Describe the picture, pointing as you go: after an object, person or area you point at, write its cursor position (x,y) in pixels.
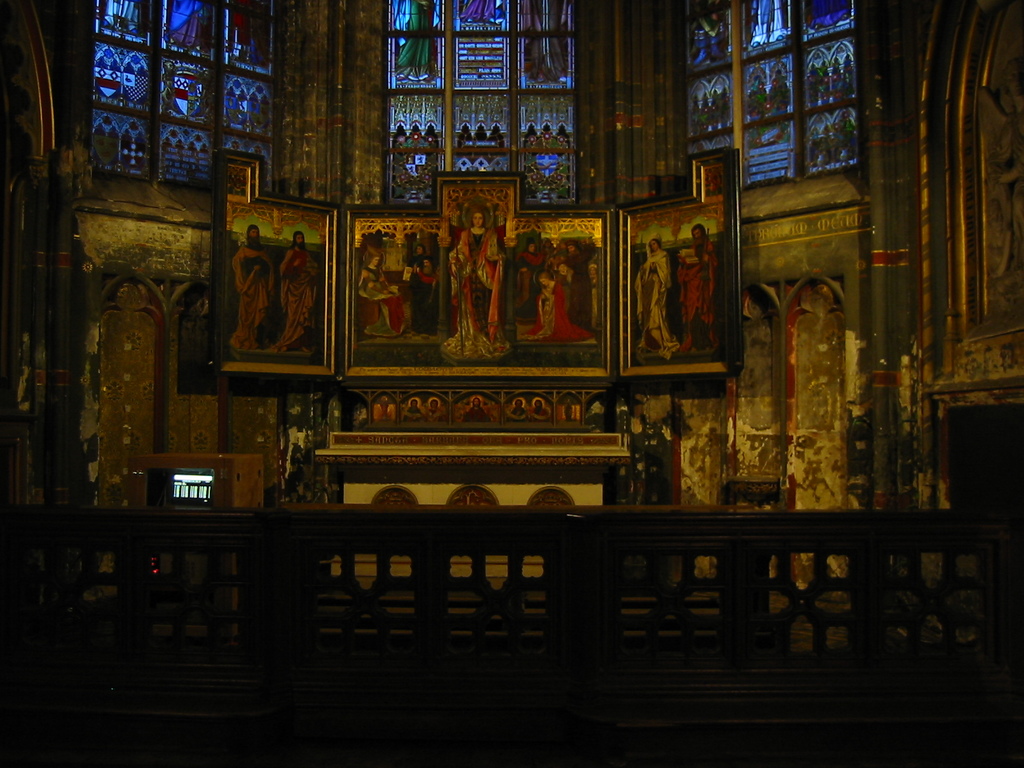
This is an inside view picture of a holy church (581,205). We can see painting (442,59) on the glasses (185,93). Bottom portion of the picture (642,669) is completely dark. On the left side (259,466) we can see an object (236,489).
